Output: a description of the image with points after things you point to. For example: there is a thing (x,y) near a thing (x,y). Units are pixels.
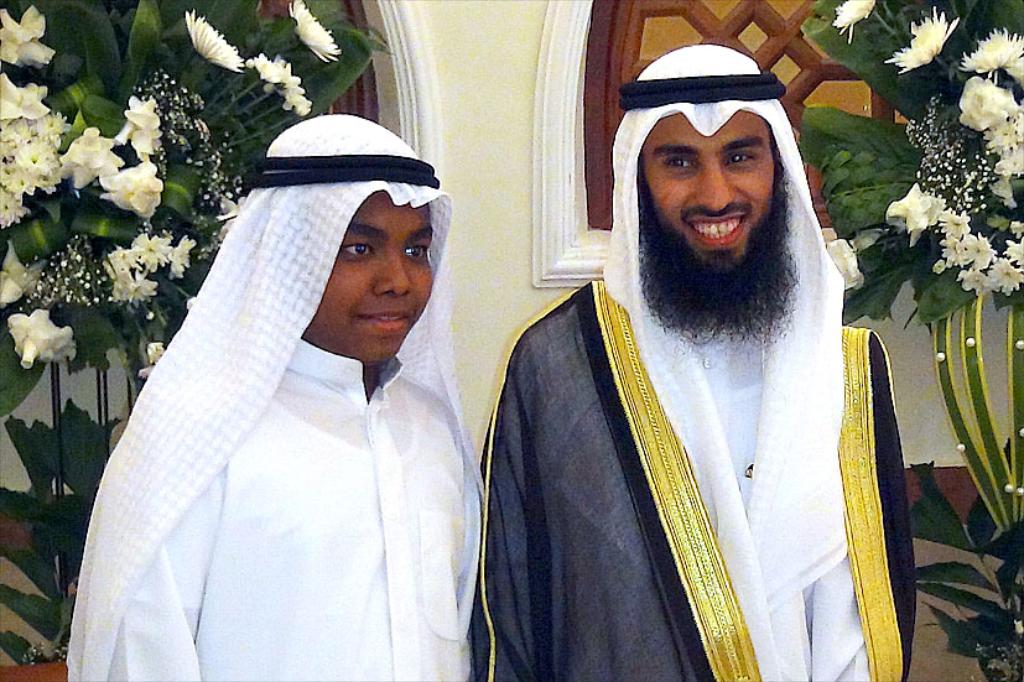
In this image we can see two people (742,451) standing. They are wearing turbans (378,189). In the background (497,174) there is a wall (497,100) and we can see windows (624,78). There are decor plants (164,176) and we can see flowers (68,284).
